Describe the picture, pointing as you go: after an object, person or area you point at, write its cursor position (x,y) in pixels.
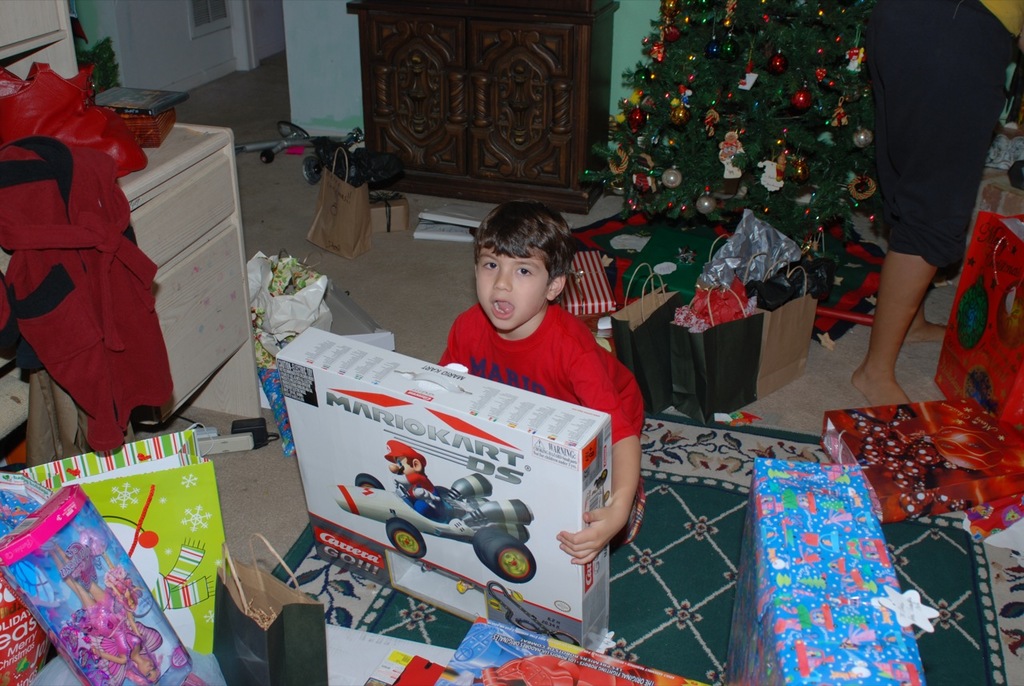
In this image I can see a person (628,526) sitting holding a cardboard box (548,502). The person (545,372) is wearing red color shirt (555,353), background (224,220) I can see few cupboards (190,227) in cream color, a Christmas tree (760,170) in green color. I can also see the other person (932,152) standing wearing black color pant (955,143) and wall (637,44) is in green color.
